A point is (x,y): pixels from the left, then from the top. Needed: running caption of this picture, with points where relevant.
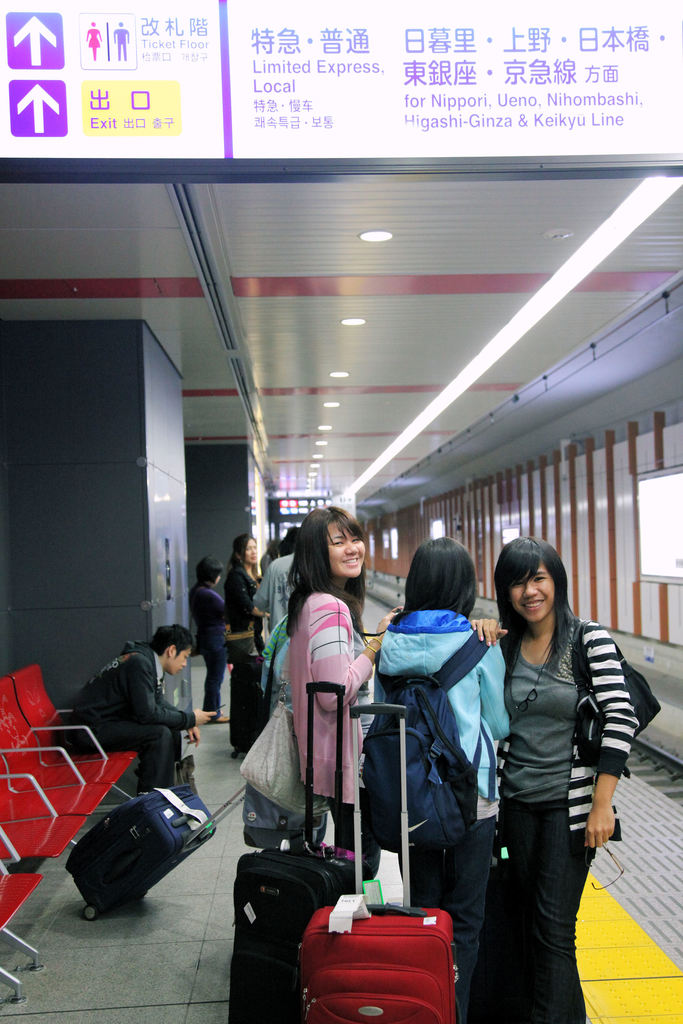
In the image there are group of people (431,893) standing and holding a suitcase (216,816). On left side (117,750) there is a man (111,726) sitting on chair (70,773) and holding a mobile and there is roof (350,343) on top (357,337) with few lights (382,239).
